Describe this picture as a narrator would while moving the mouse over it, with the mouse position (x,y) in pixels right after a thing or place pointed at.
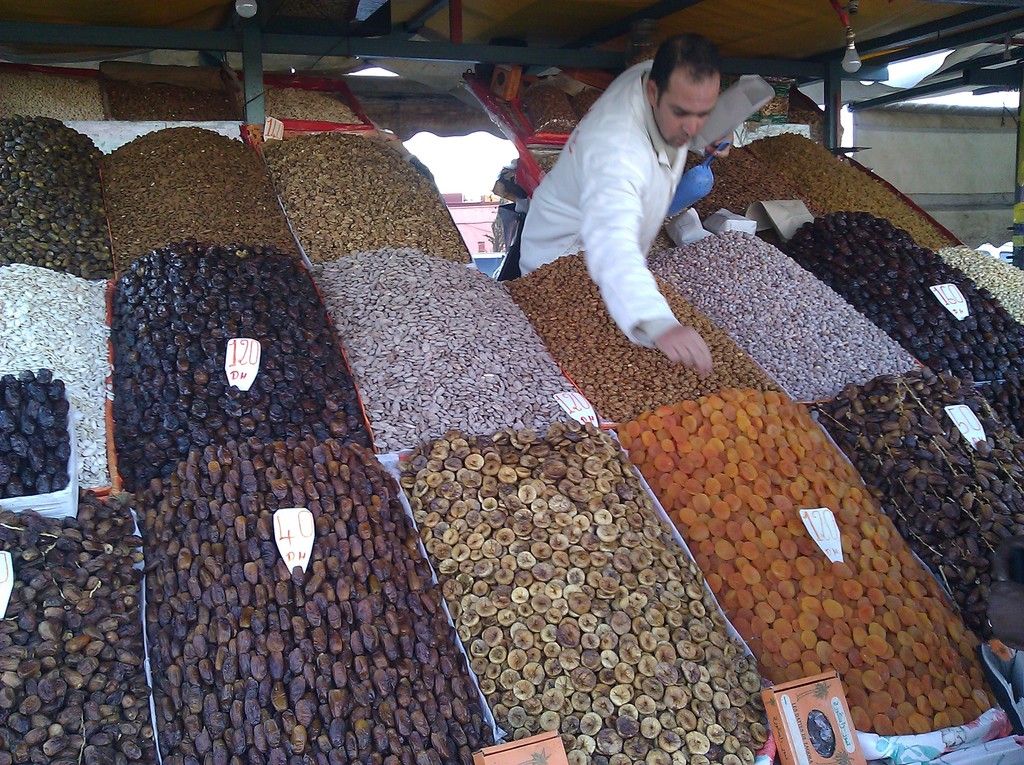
Here there are different food items (477,450), here a man (635,310) is standing, this is light (858,59).
